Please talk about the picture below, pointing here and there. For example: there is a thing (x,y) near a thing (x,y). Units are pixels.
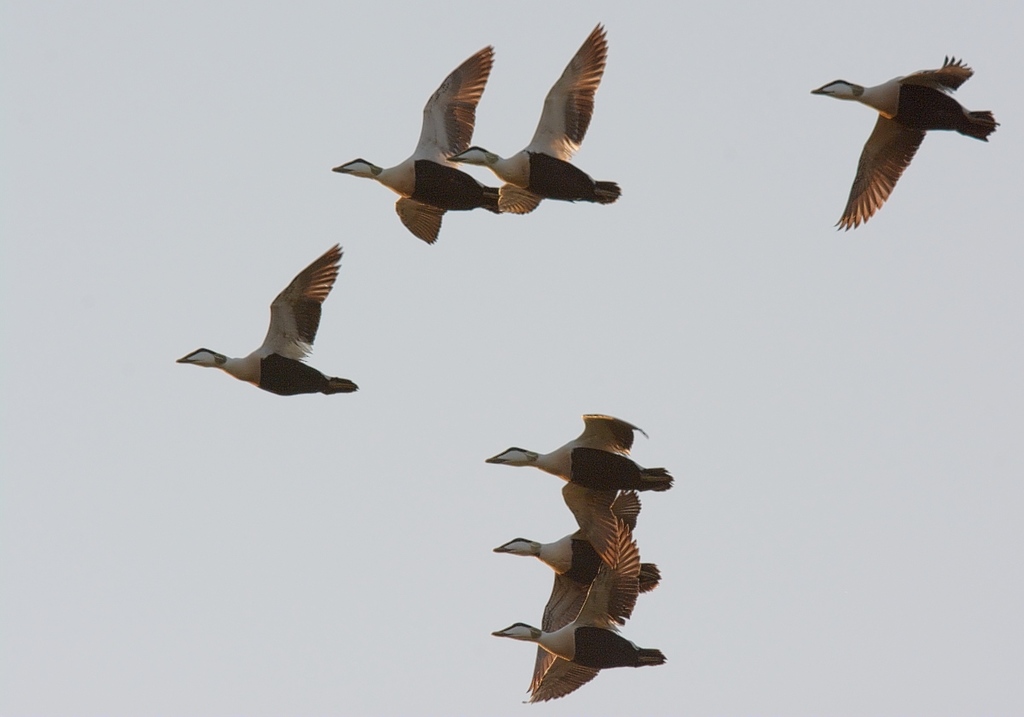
In this image we can see birds (626,640) flying in the sky (284,182).
